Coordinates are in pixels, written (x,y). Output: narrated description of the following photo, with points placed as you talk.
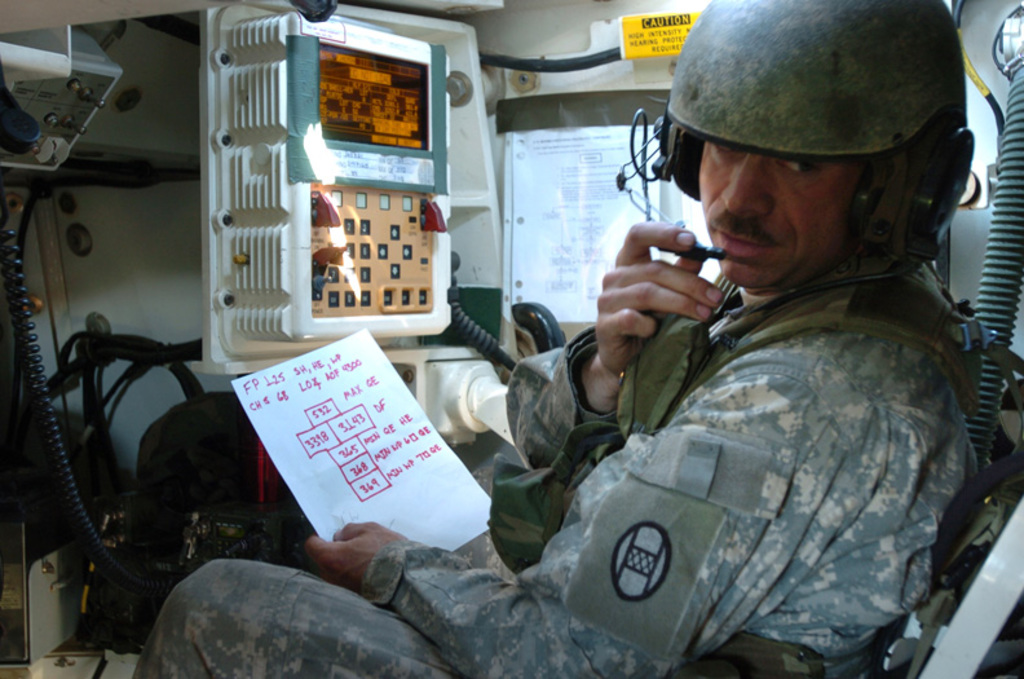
In this image, we can see a person (370,554) sitting and holding papers (382,480). In the background (232,214), we can see electrical equipment (406,185).
